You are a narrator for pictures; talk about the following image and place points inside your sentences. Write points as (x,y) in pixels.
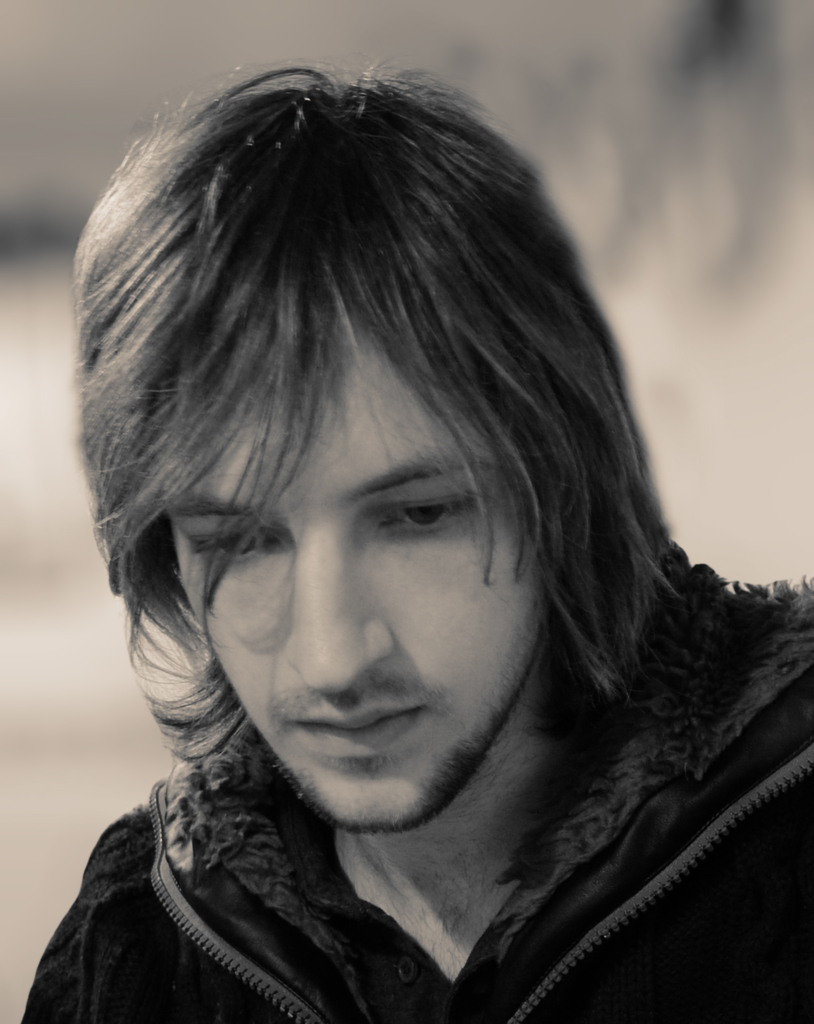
In this picture there is a boy (366,895) wearing black jacket (536,927), standing in the front (488,905) and looking down. Behind there is a blur background (64,43).
